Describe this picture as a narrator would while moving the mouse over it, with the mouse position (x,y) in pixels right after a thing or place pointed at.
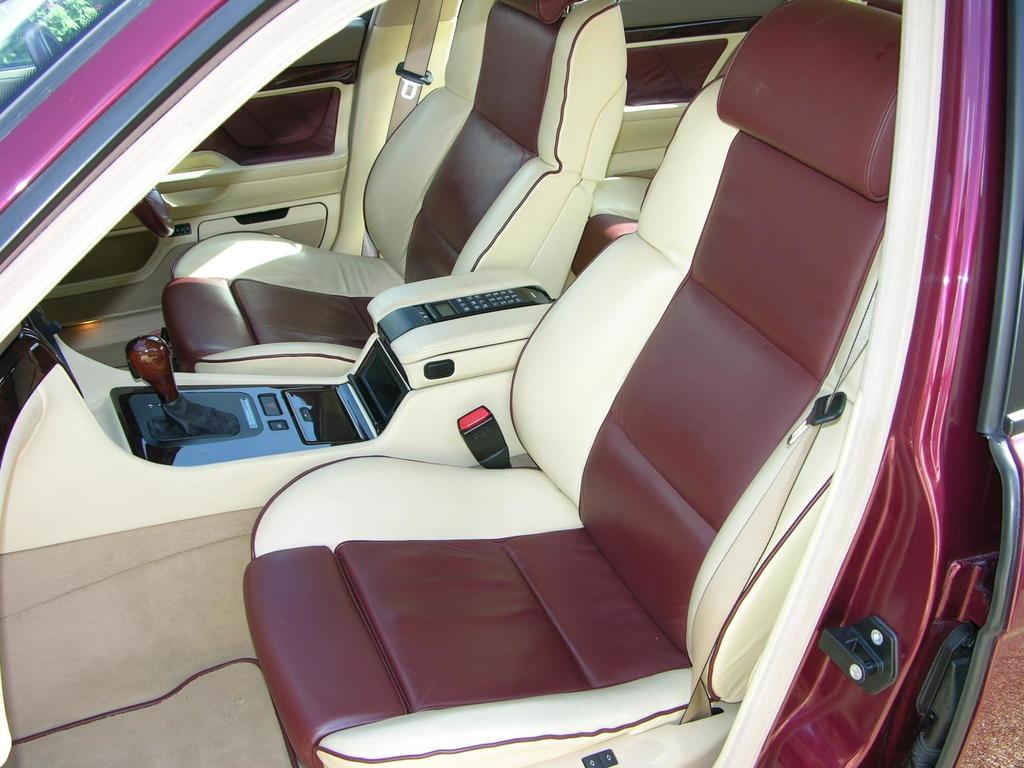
In this image we can see an inner view of a car (523,280) containing some seats (522,370), gear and the steering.
